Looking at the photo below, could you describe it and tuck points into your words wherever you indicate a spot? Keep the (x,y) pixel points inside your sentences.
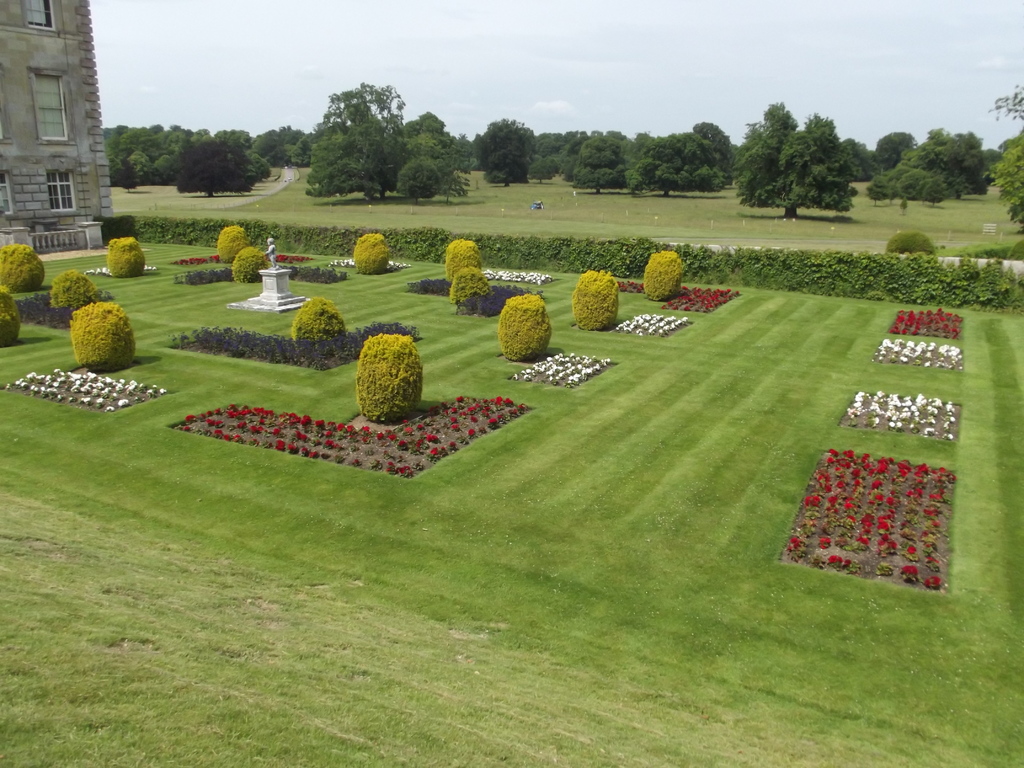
In the image we can see bushes (369,373) and hedges (483,247). On the left (269,306) there is a statue (265,277) and a building (74,239). We can see flower plants (867,512). In the background (780,205) there are trees (246,140) and sky (547,32).
